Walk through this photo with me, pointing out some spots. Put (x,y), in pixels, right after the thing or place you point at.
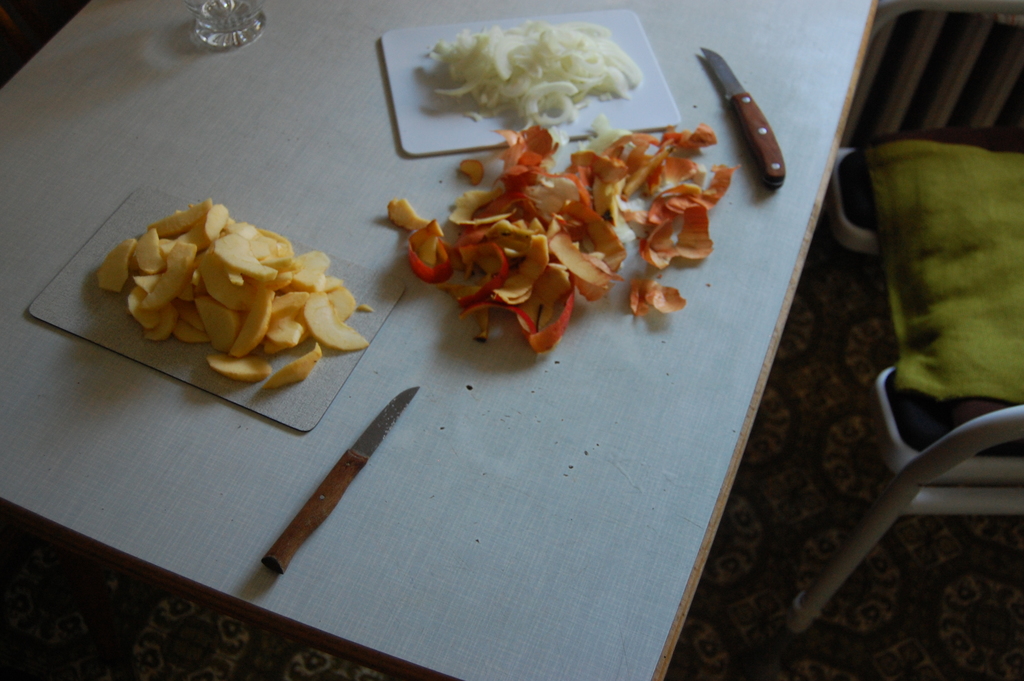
This is a table (468,502). On the table (525,453) there are knives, chopping boards (421,123), food (527,62), and a glass (249,28). There is a cloth (942,341) on the chair (989,472).
